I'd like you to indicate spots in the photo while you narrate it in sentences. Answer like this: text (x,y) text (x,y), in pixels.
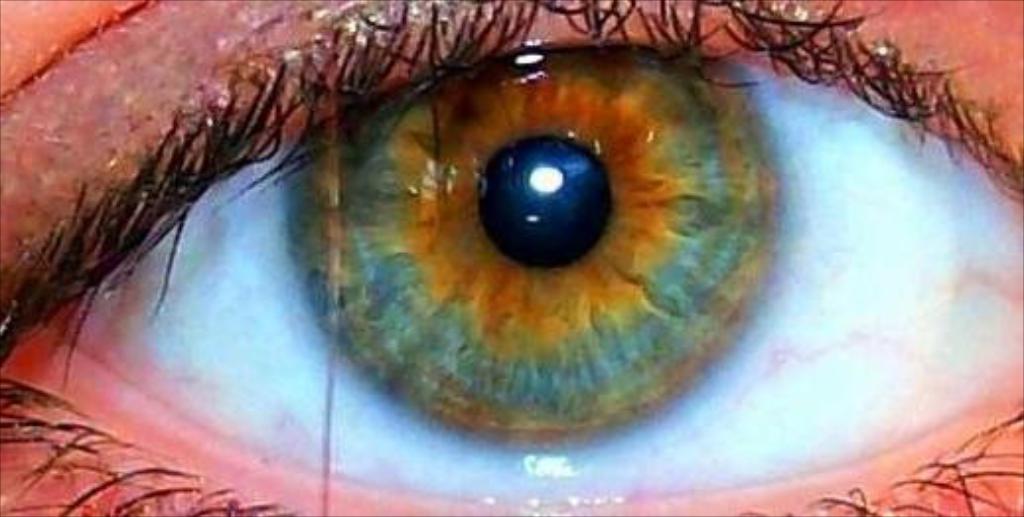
This image consists of a person's eye (350,55). Here I can see the skin (139,73), iris (460,229) and eyelashes (212,157).
